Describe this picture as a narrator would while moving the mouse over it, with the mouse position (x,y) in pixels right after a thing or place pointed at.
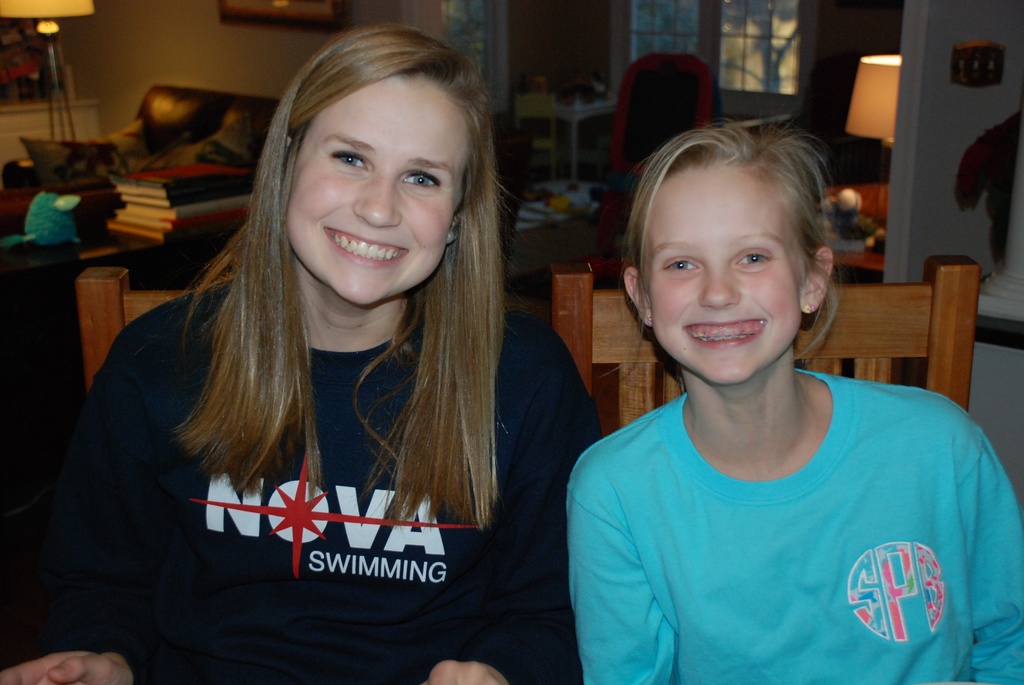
In the foreground of the image (440,129), there are two persons (936,431) sitting on the chair (852,313). In the left top of the image (25,198), there is a sofa (48,186) on which cushions (107,166) are kept. Next to that a lamp (56,27) is there and a standing table (37,98). In the background (782,67) right of the image (782,67), there is a window (635,16). And a wall (189,42) is white in color on which photo frame (326,24) is there. This image is taken inside a house (955,126).
